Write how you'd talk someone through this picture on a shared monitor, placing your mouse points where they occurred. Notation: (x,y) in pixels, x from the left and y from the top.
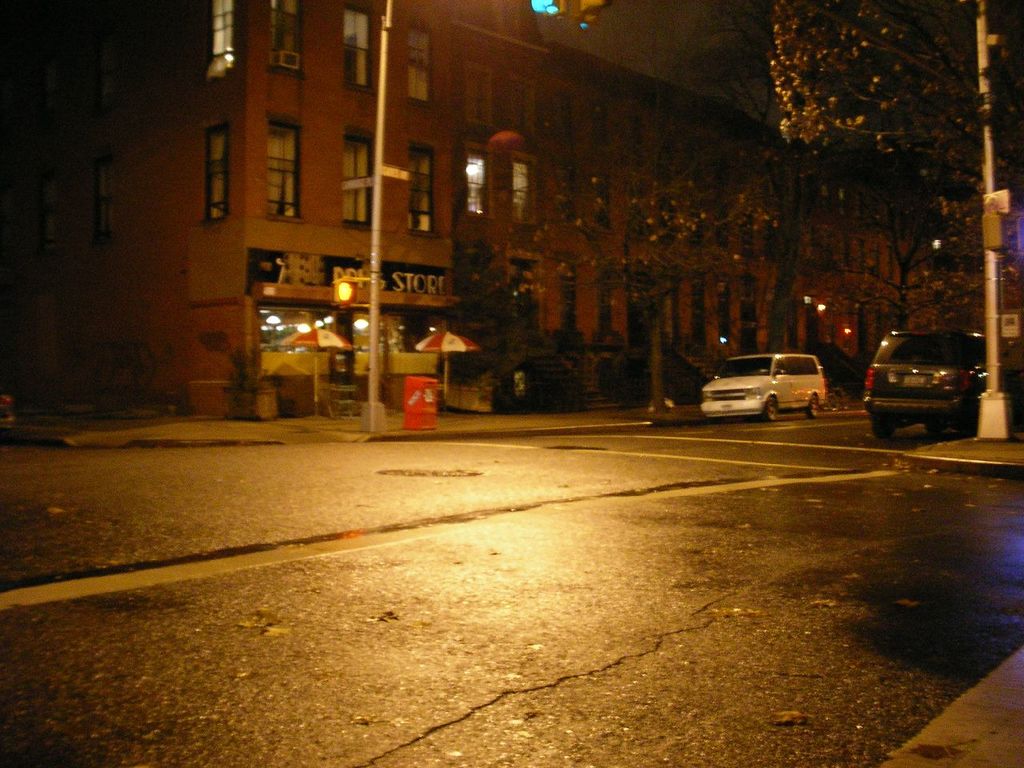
There is a road (209,459), on which, there are two vehicles (714,393) parked aside on the road (1000,497). On the right side (989,19), there is a pole (977,14) on the divider (978,460). In the background (378,409), there is a pole (388,17) on the footpath (357,422), there are trees (890,55), buildings (543,86) which are having glass windows (748,302), two umbrellas (434,338) on the footpath (457,418). And the background (897,289) is dark in color.
